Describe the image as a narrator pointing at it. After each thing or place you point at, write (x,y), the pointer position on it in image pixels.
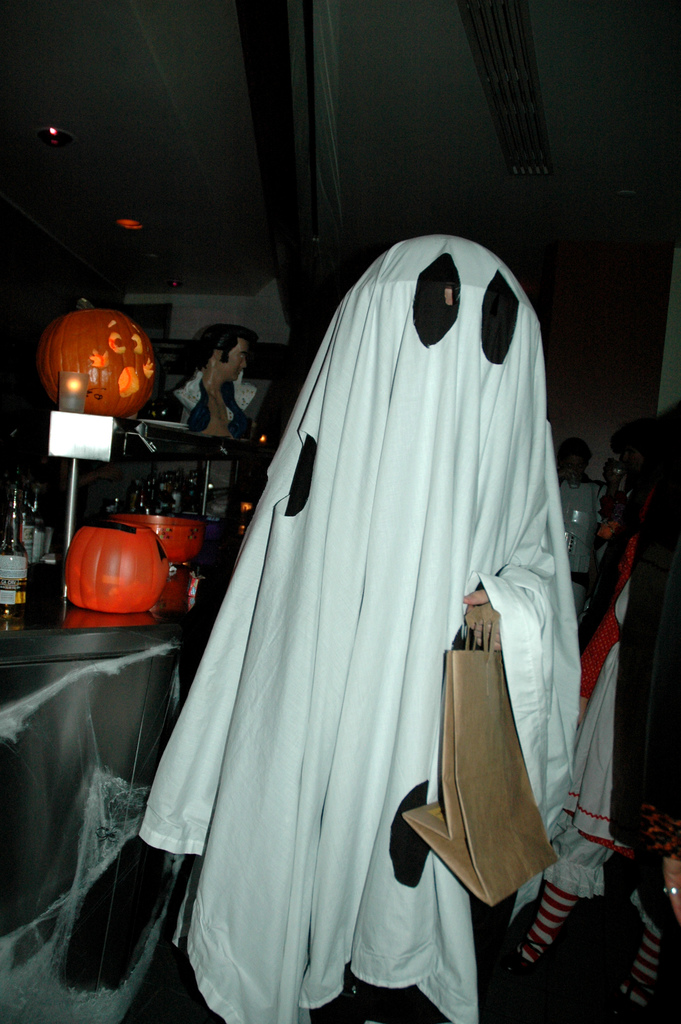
In this image a person (443,663) is wearing costume (451,632) and holding a bag (510,736) in his hand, on the left side (110,733) there is a table (135,683), on that table (108,641) there are bottles (30,544) and a toy (226,332), in the background (592,488) there are people (605,477).
